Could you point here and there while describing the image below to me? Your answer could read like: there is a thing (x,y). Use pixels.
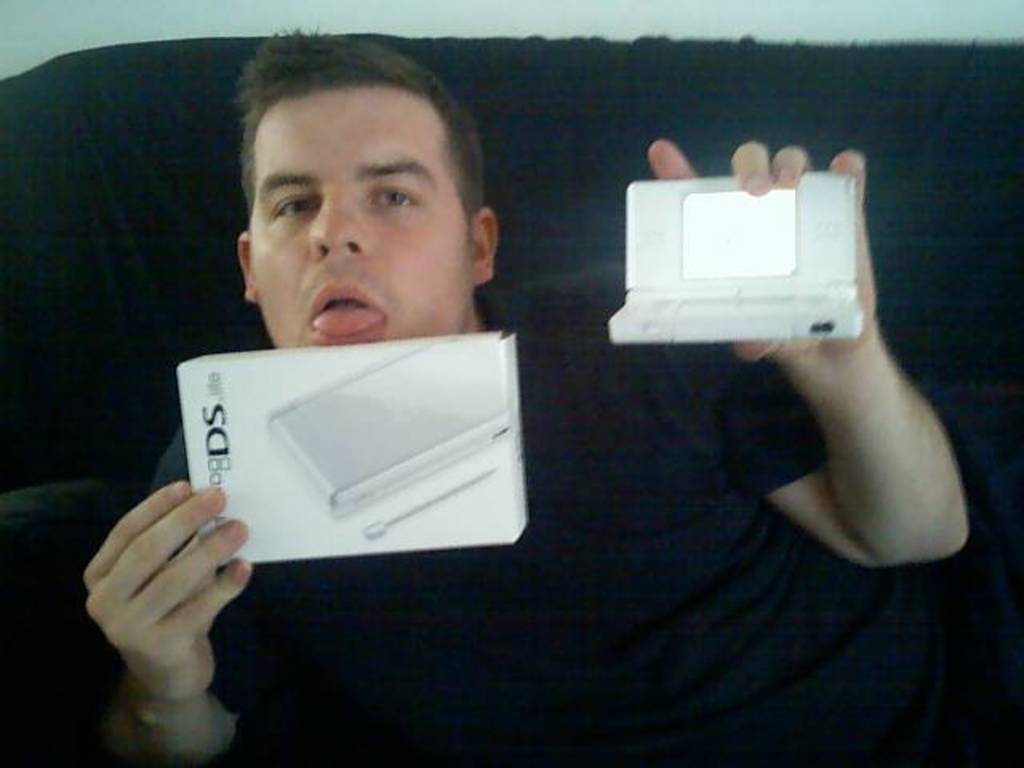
In this image there is a man (213,680) sitting on a sofa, holding a few objects (343,468) in his hands (214,542), in the background (113,42) there is a wall (846,4).
